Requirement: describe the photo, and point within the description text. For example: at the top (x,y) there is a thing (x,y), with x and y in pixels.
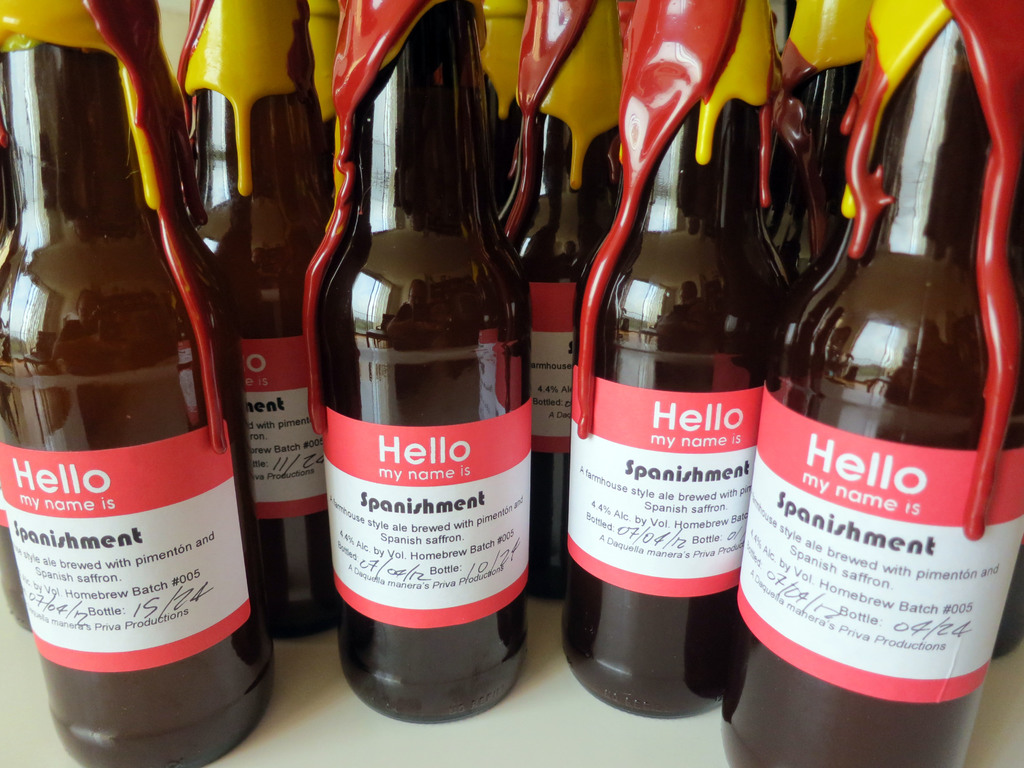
In this image there are beer bottles (538,543) with the labels (388,589) on the object (520,754).
